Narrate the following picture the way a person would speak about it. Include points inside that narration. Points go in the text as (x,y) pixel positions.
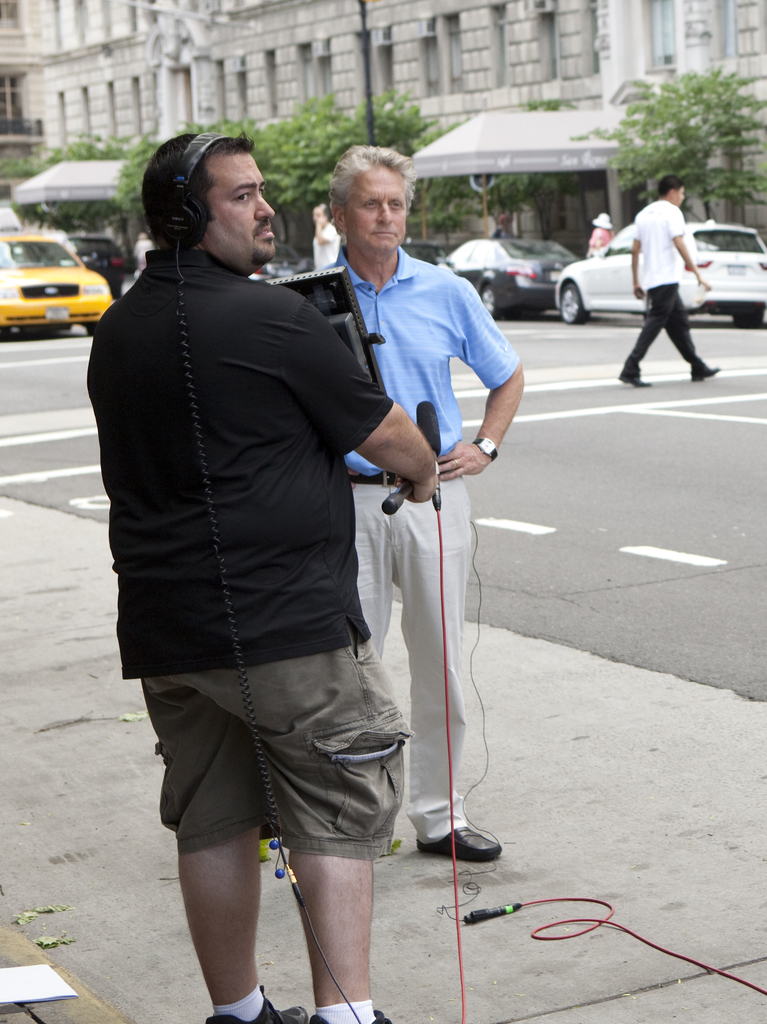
In this image I can see two men (387,354) are standing in the front (356,525). I can see one of them is holding a mic (438,463), a camera (374,375) and on his head (154,228) I can see a headphone (183,235). In the background (60,365) I can see a road (57,354) and on it I can see few people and few vehicles (29,245). I can also see few trees (275,207), a pole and a building (201,90) in the background (186,57).
